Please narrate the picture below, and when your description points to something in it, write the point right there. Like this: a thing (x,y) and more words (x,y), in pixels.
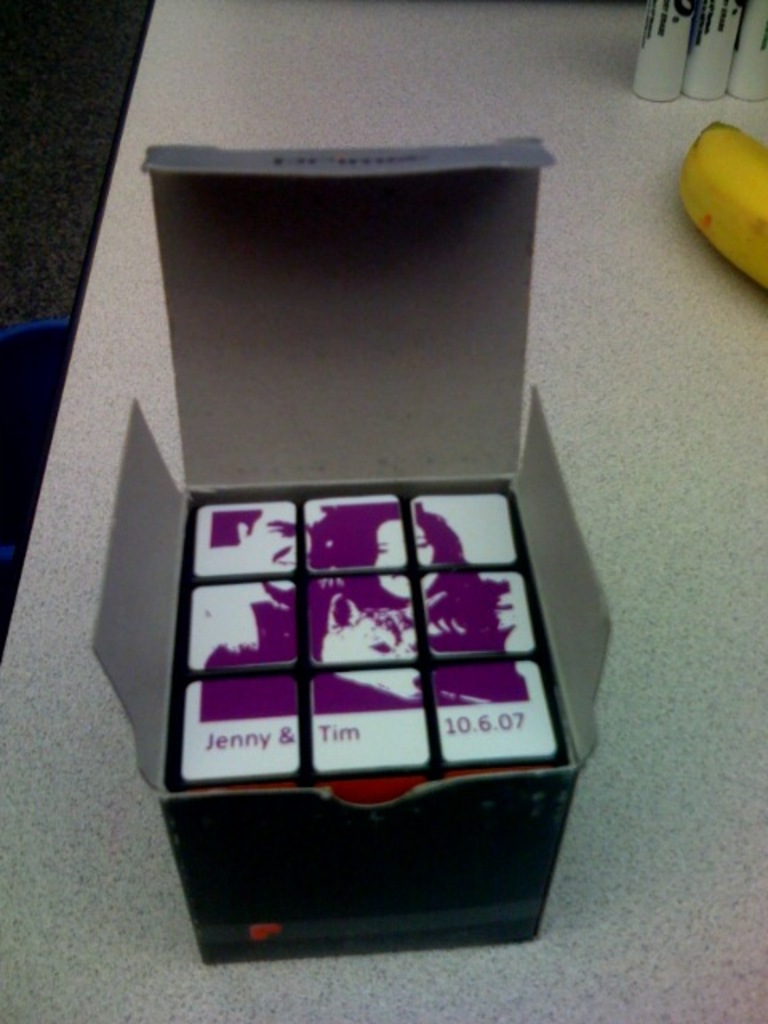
In the foreground of this image (387,690), there is a cube (330,664) in a cardboard box (515,818) which is placed on a table (723,875) and we can also see a banana (726,182) and few objects (672,54) on the table (498,43). On the left (24,122), there is the floor (62,214) and a blue object (42,344).
